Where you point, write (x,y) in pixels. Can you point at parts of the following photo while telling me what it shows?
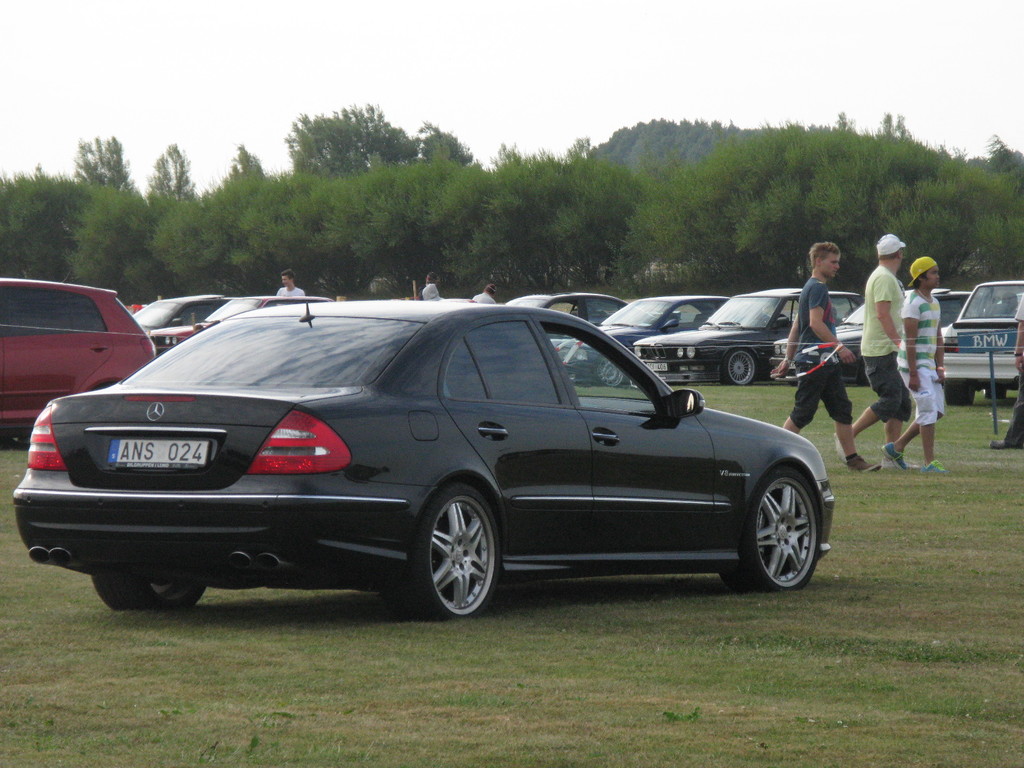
In the front of the image (608,425) there are people (817,313), vehicles (402,446), board (1008,347), pole (991,380) and grass (879,500). Land (916,479) is covered with grass (485,621). Among them few people (849,409) are walking. In the background of the image (801,177) there are trees (1012,274) and sky (675,107).
